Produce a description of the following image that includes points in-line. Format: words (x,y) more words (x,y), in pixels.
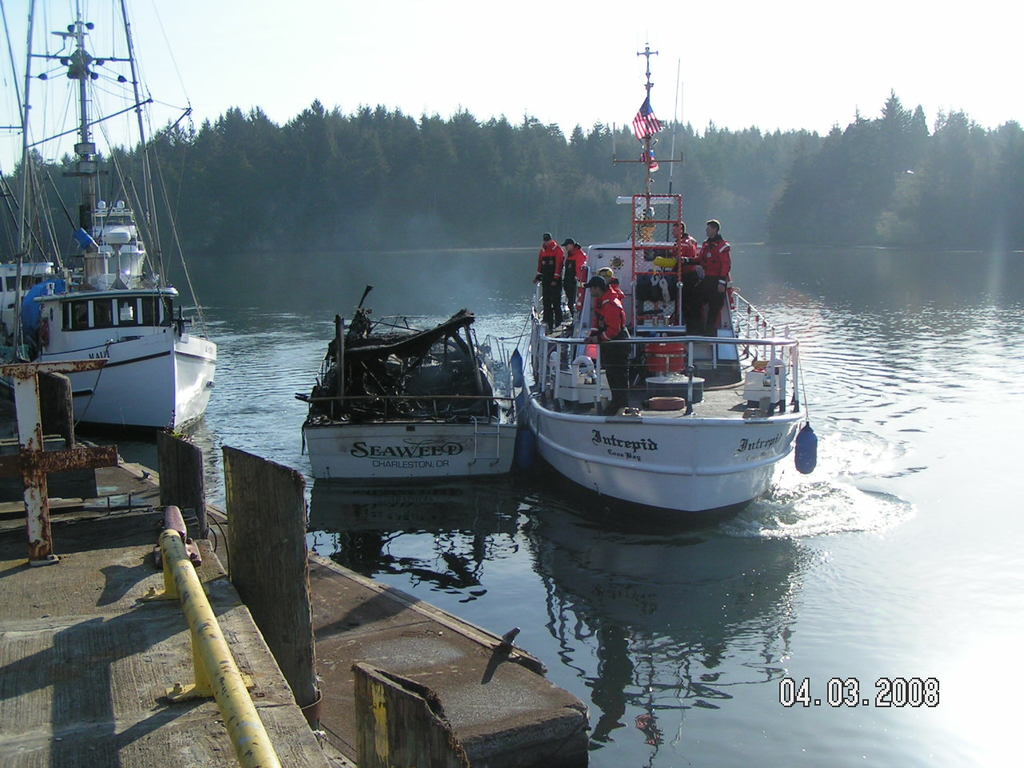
In this image there are boats (592,475) on a river (907,539), on the boat (573,428) there are people (615,346) standing, in the background (287,211) there are trees (291,200) and the sky (724,91), in the bottom right (801,706) there is text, in the bottom left (272,712) there is path (187,728) and railings (229,723).
